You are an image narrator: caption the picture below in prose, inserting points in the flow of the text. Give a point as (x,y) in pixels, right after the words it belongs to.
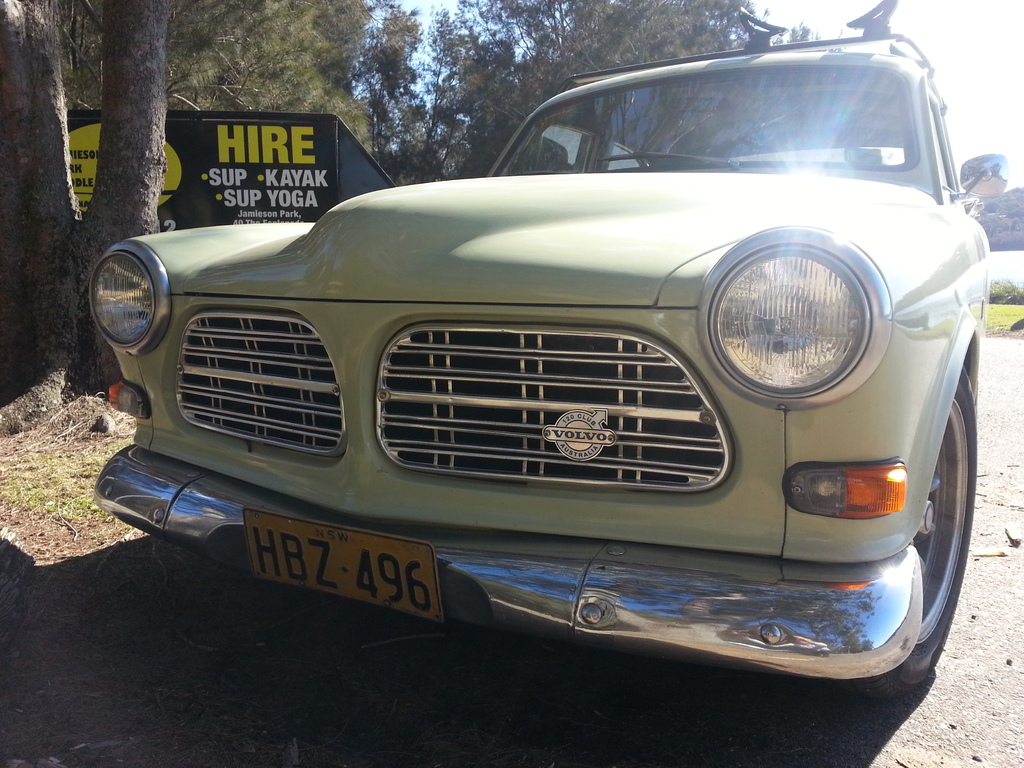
In this image I can see the vehicle (571,316) to the side of the road (824,702). I can see the yellow color number plate (341,572) to it. To the left (285,170) there is a black color board (214,174) and something is written on it. In the back (268,61) I can see many trees (240,9) and the white sky (898,19).
